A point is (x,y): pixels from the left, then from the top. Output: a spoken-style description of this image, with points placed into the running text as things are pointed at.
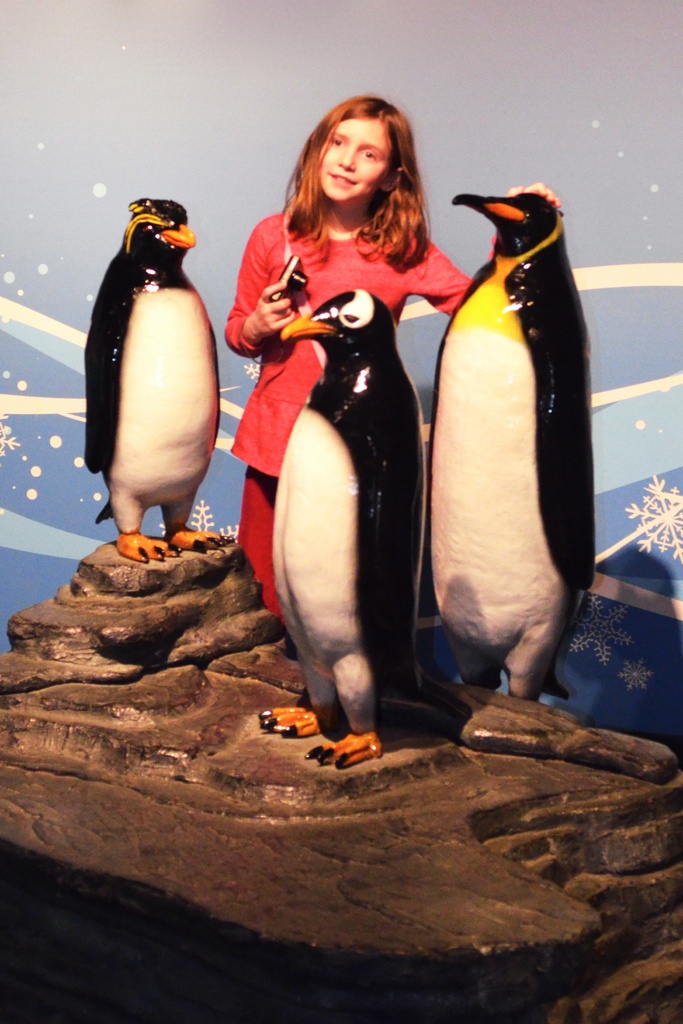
In the center of the image (315,462) there are depictions of penguin (368,681) on the rock (485,763). There is a girl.
